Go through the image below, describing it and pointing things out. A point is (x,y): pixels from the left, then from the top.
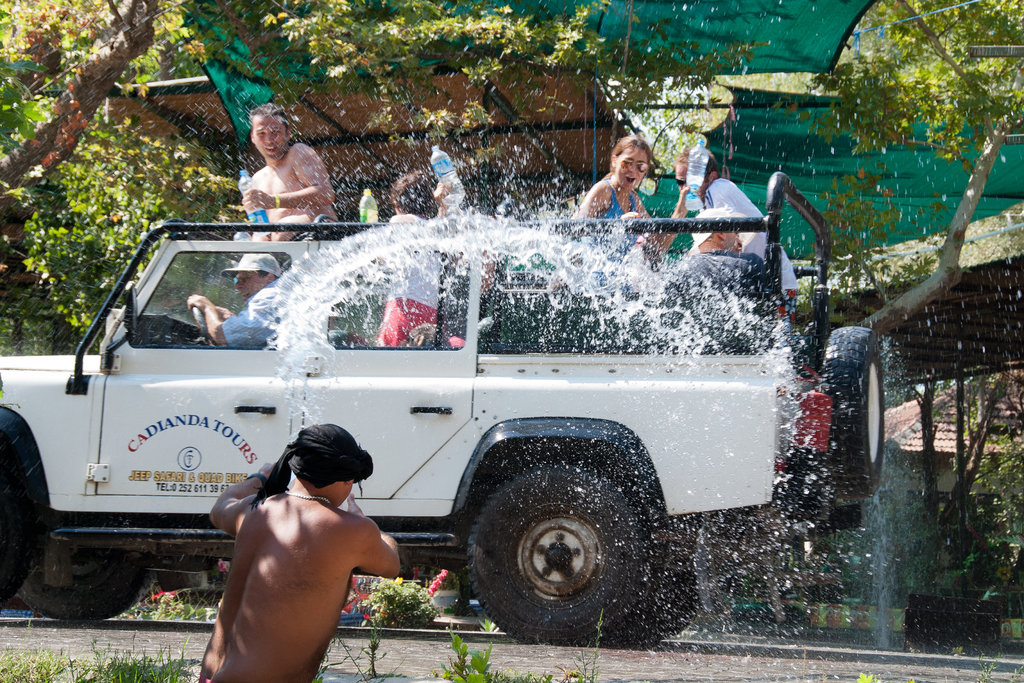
In this image there is a vehicle (161,443) in which few persons (628,176) are there. A woman (614,176) is holding a bottle (702,183) is wearing goggles (650,165) is in the vehicle (661,415). At the bottom of the image (323,587) there is a person (293,605) throwing water (620,239) at the vehicle (485,436) is wearing a black colour cloth (326,455) over his head (313,449). There are few trees (1023,11) at the background (560,50) and at the right side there is a house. There are few plants (376,635) at the bottom of the image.
